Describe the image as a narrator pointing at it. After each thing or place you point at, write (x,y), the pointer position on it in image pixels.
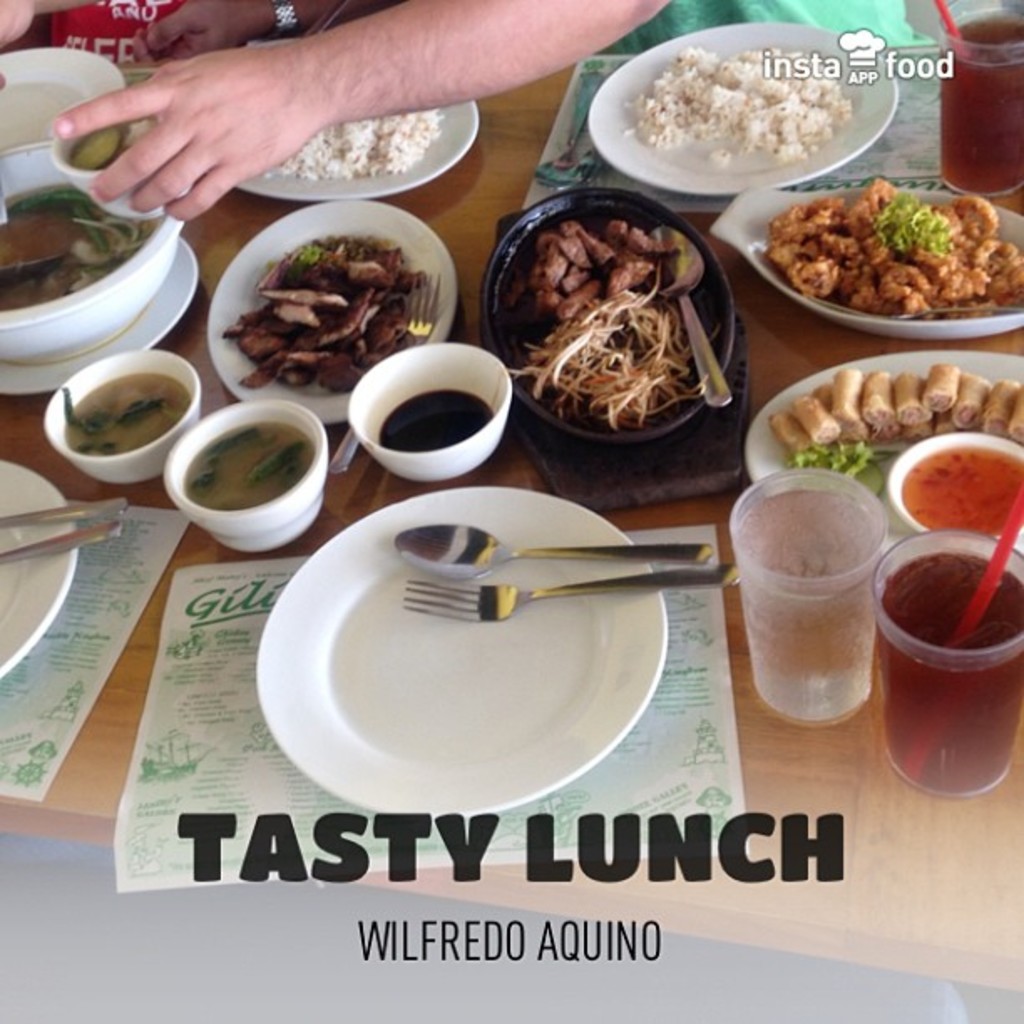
As we can see in the image there is a person (467,88) and table (199,312). On table (206,409) there are bowls (359,399), plates (348,407), fork (504,605), spoon (440,553), glasses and different types of dishes (928,506).
